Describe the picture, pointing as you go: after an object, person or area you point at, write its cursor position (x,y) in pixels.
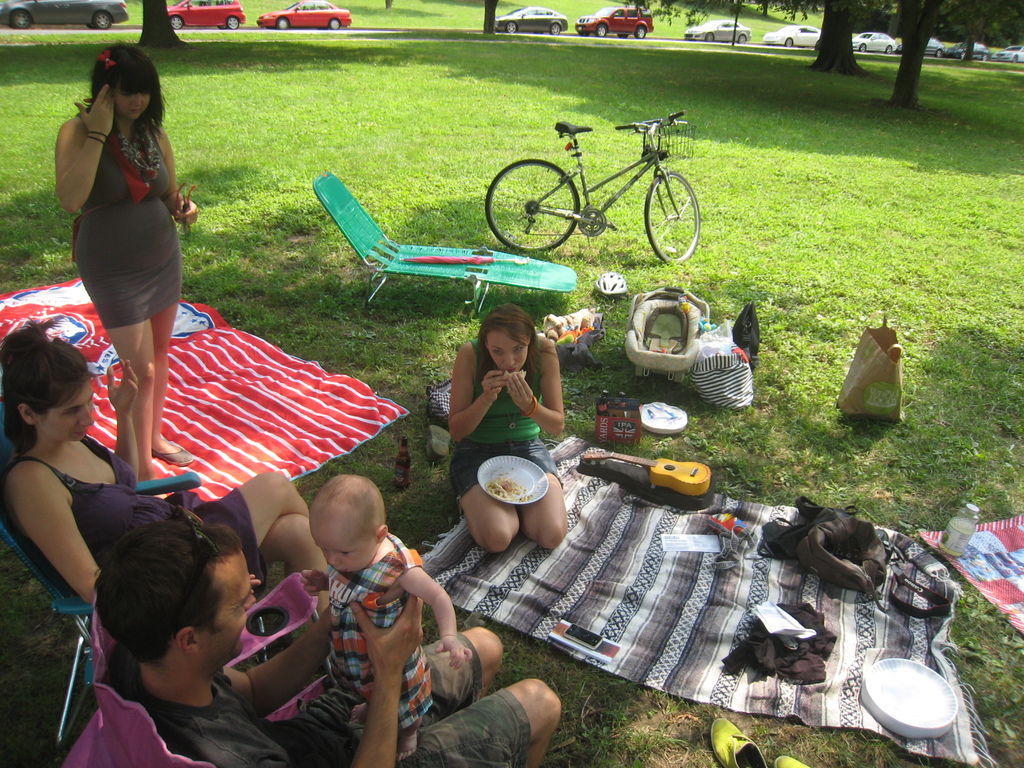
In this picture we can see some men (195,548) and women (126,516) sitting in the garden (434,510). In the front (431,595) there is a man (372,729), holding a small baby (355,543) in the hand (393,660). Behind we can see grass lawn (403,83) and some cars (22,15) parked on the road side (786,43).
